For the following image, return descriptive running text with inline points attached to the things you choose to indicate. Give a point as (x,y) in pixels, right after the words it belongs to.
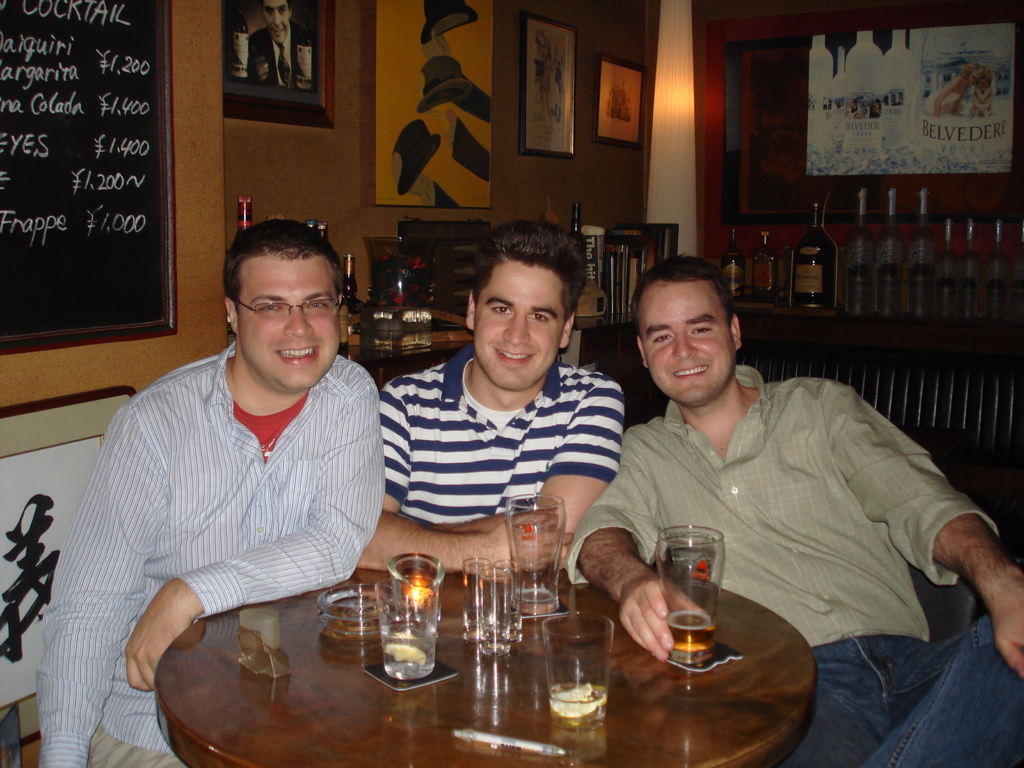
In this image three people (535,489) are sitting and smiling. There are glasses (561,631) on the table (686,690). At the left (59,193) there is a blackboard (146,237). At the back (254,13) there are photo frames (470,65) on the wall (586,25). There are bottles (893,292) and books (600,247) on the table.
